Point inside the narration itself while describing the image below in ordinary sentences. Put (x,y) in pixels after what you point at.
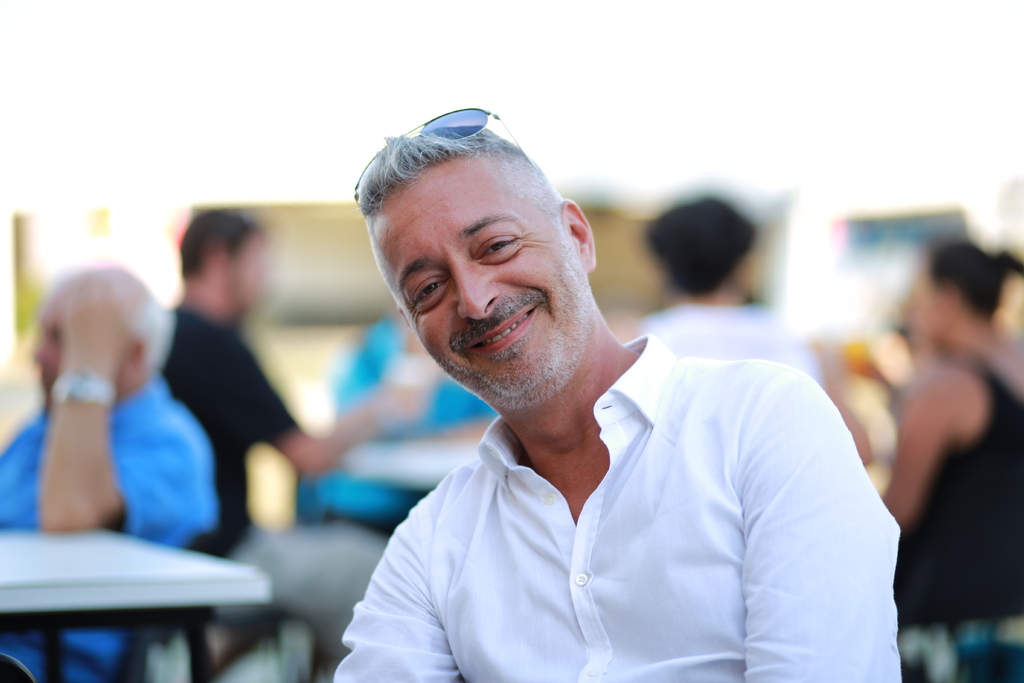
Here we can see a man (383,636) on the center (612,437) and he is smiling. In the background (235,515) we can see a few people (660,234) who are sitting on a chair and having a conversation.
